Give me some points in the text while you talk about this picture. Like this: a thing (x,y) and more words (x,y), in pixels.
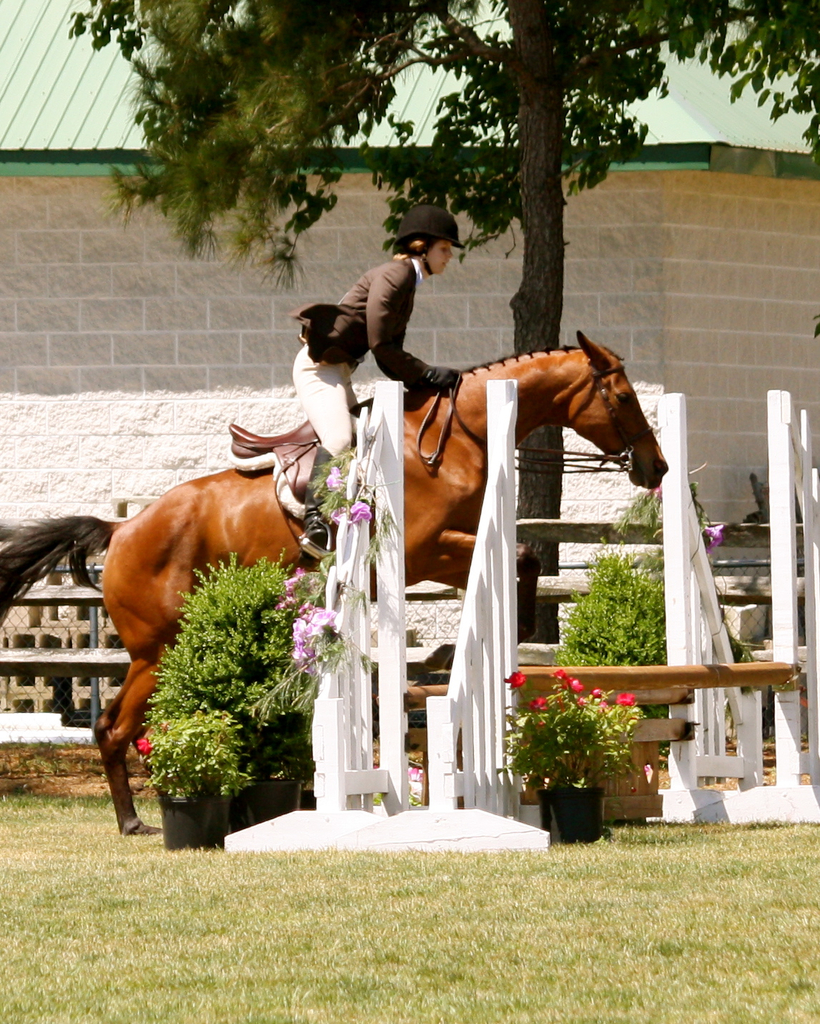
In this image there is a person (445,238) riding a horse (231,511). There is fence (779,721) at the right side of the image (676,513). Before it there are few pots (207,821) having plants (304,751) in it. There is a grassy land (47,820) at the bottom of the image (22,925). At the backside of the image (360,197) there is a wall (198,442), before it there is a tree (812,41).
